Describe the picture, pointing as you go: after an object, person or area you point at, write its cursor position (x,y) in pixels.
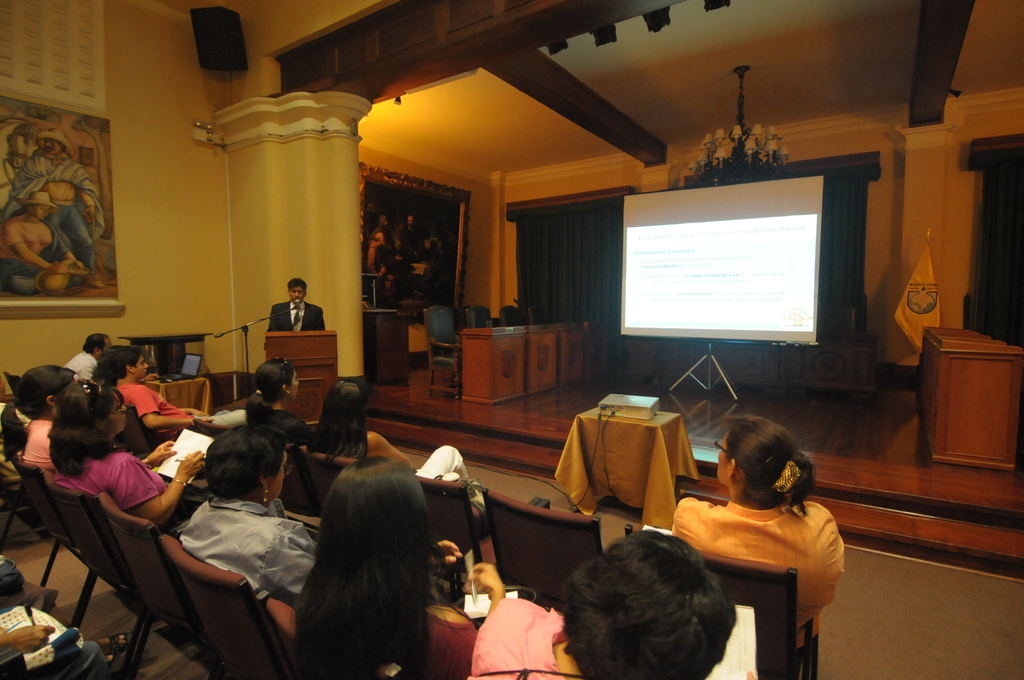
In this picture I can see few people (291,586) are sitting in the chairs (80,514) and few are holding papers (193,440) and pens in their hands (164,455) and I can see a man (289,317) standing at a podium (305,364) and speaking with the help of a microphone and I can see projector screen (706,262) and I can see tables (557,355) chair (449,358) and a flag (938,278) and I can see couple of photo frames (398,176) on the wall (213,196) and I can see a speaker (214,53) at the top of the picture (205,64) and I can see a projector (624,406) on the another table (586,484).
